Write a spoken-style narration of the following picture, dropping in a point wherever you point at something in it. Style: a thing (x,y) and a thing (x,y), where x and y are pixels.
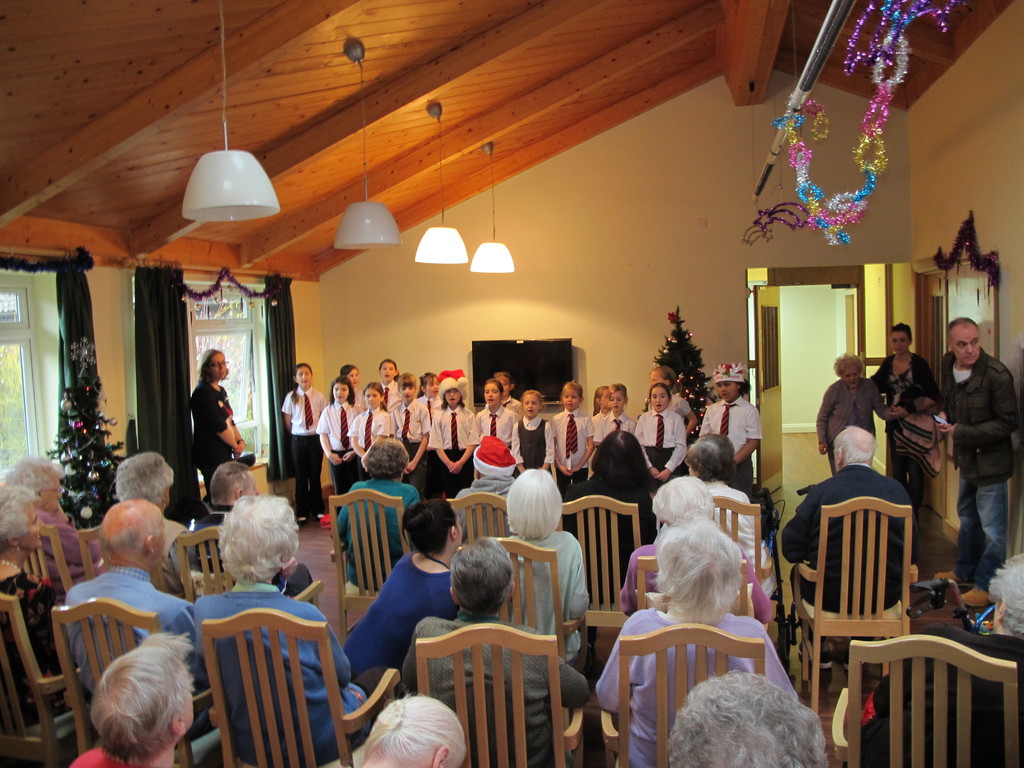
In this picture we can see some persons (442,747) are sitting on the chairs (447,650). This is floor (301,539). Even we can see some persons (332,427) are standing on the floor (310,551). This is television (523,369). These are the lights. And there is a wall (564,232) on the background (692,248). This is the door (769,355) and this is curtain (176,335). And there is a Christmas tree (90,406).
